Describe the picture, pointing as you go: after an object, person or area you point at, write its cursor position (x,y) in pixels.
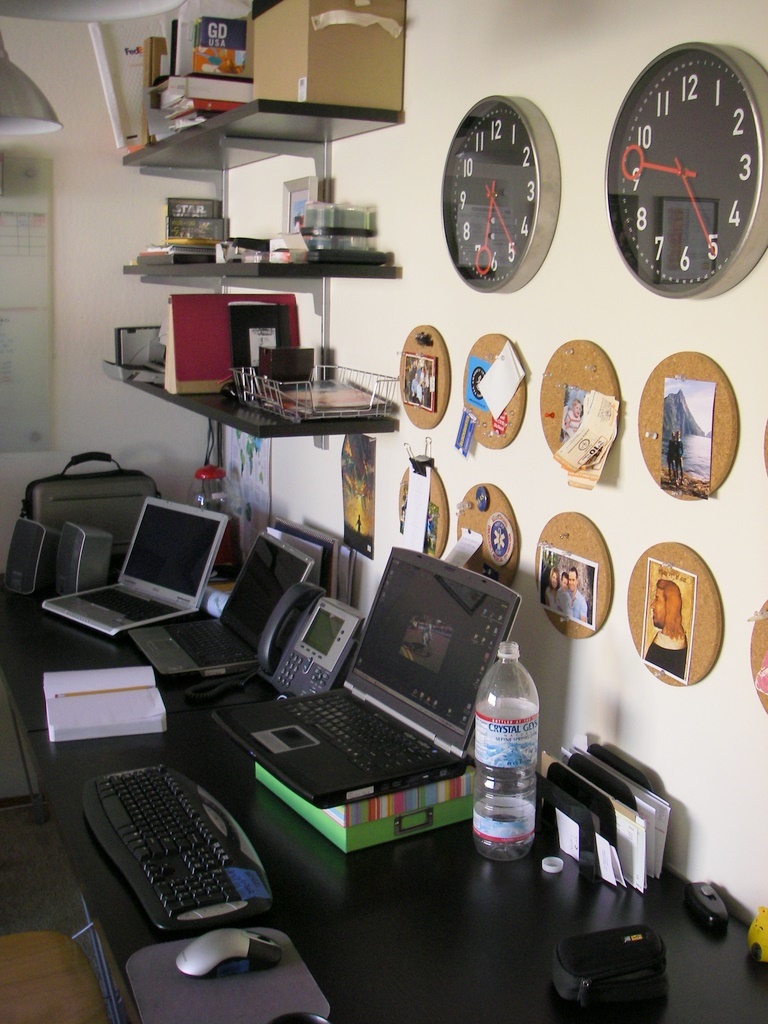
In this image there is a table (301,917) with laptops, bottle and some papers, behind the table (407,881) there is a wall (248,174) with some photo frames (700,409) and wall clocks (626,163), also there is a shelf (235,400) at the corner of the room (170,483) where we can see some files (206,22) and other things (218,20).
